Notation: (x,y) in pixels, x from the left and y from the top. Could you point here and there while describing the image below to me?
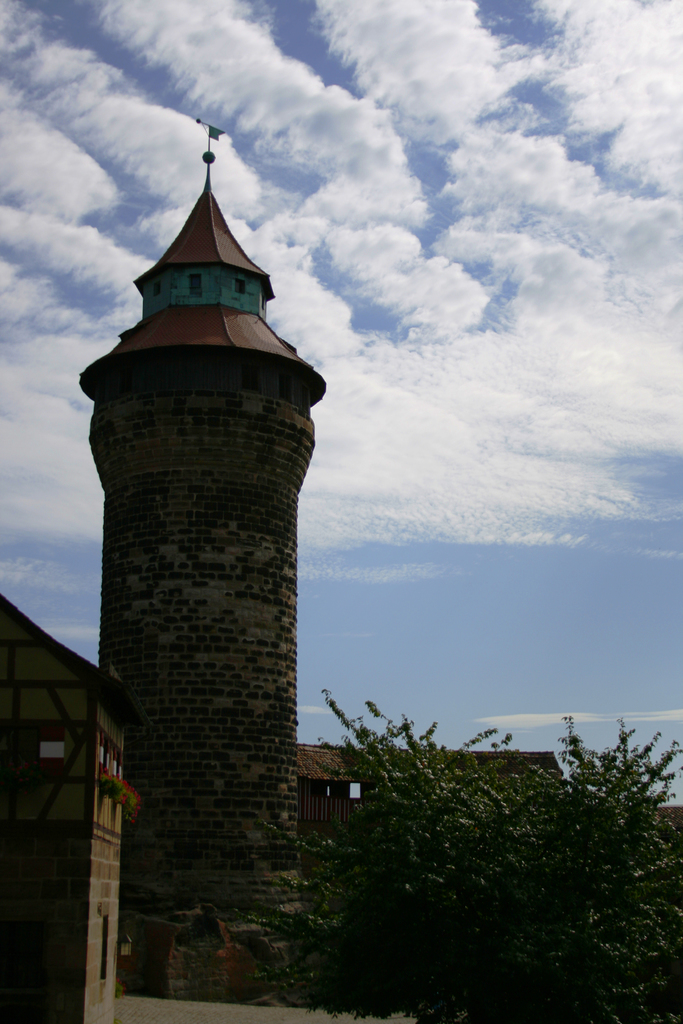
In this picture we can see a tree (508,885) in the front (474,928), on the left side (97,856) there is a building (88,852), we can see a tower (293,577) in the middle (244,566), there is the sky (319,586) at the top of the picture (404,250).
